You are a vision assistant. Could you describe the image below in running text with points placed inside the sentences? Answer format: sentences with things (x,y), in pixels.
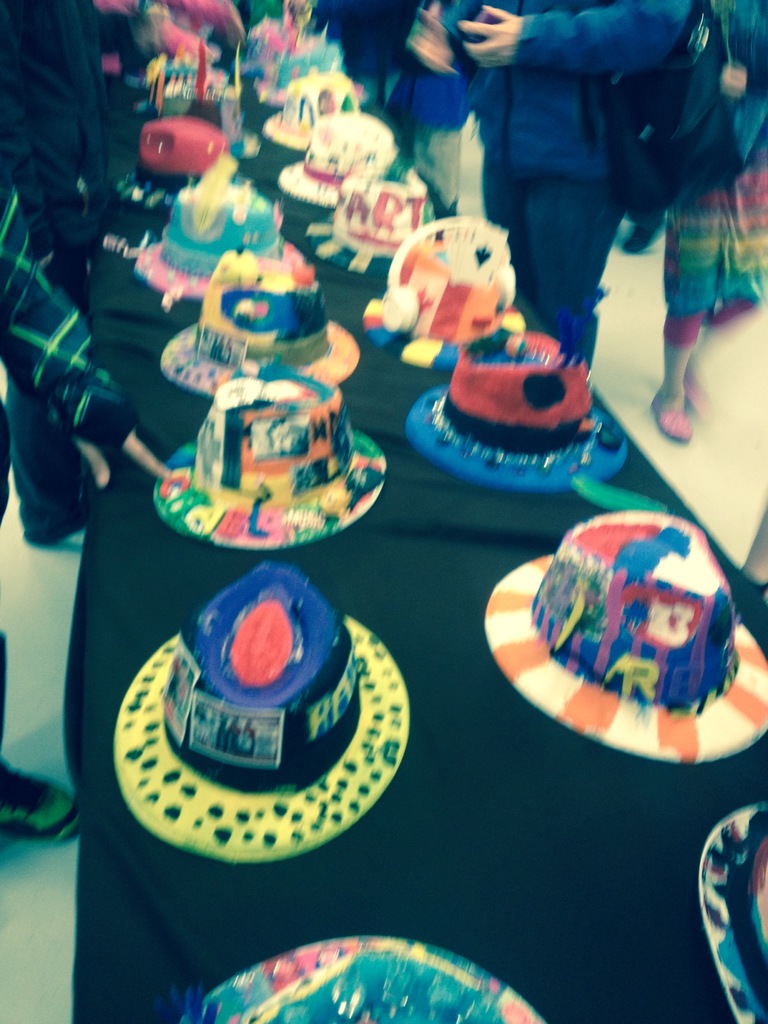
In this image few hats (320,413) are on the table (415,832) which is covered with the cloth (111,798). On both sides of the table (263,187) few persons (28,327) are standing on the floor (689,478). A person (566,162) wearing a blue shirt (552,127) is carrying a bag (658,197).
